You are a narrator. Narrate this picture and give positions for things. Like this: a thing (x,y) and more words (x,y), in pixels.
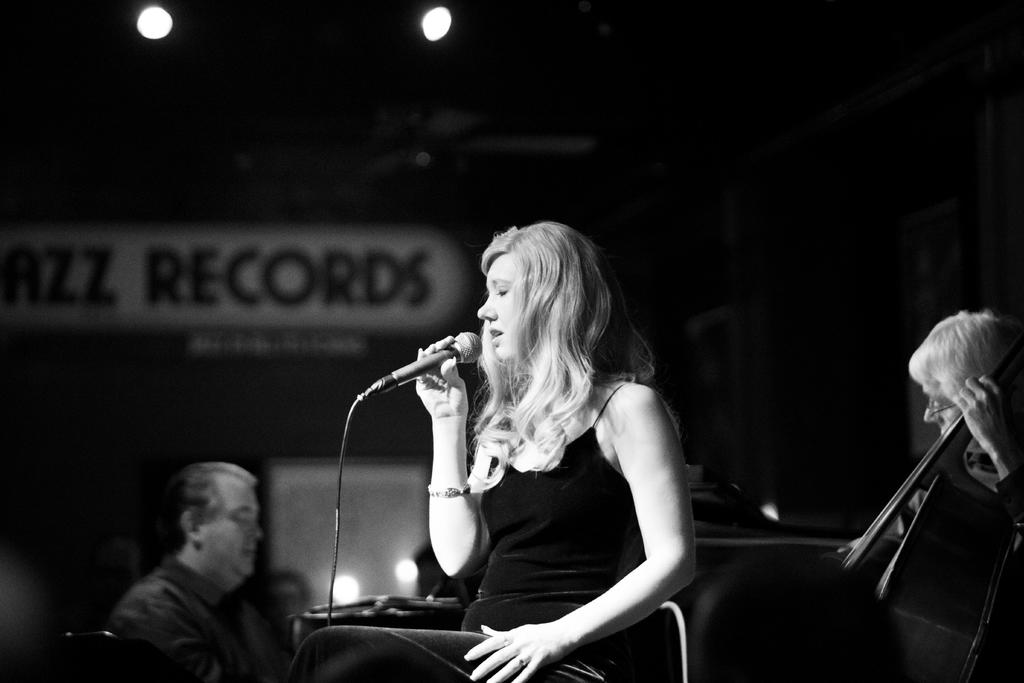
This image I can see a woman (546,528) wearing a black dress (541,537) is holding a microphone (476,343). In the background (1008,456) I can see few other persons (993,443) holding the musical instruments (947,446), few lights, a board (153,288) and the dark background (166,284).
